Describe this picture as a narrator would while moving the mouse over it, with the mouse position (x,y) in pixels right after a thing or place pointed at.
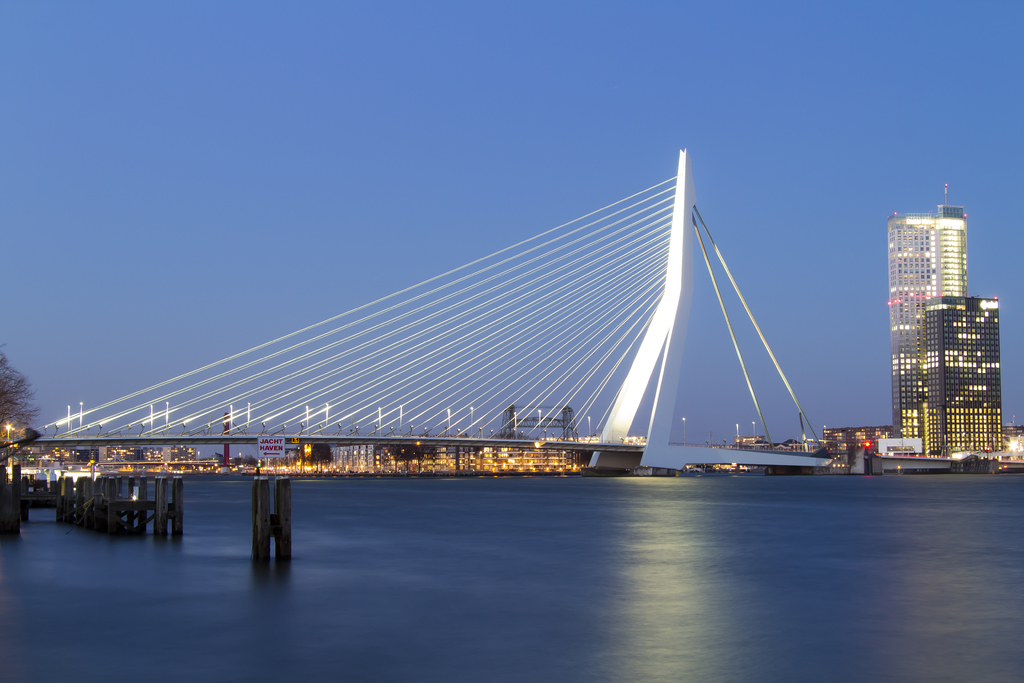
This image consists of a bridge (601,451). At the bottom (430,635), there is water (548,572). On the right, we can see skyscrapers (960,315). At the top (268,135), there is sky (273,164).
